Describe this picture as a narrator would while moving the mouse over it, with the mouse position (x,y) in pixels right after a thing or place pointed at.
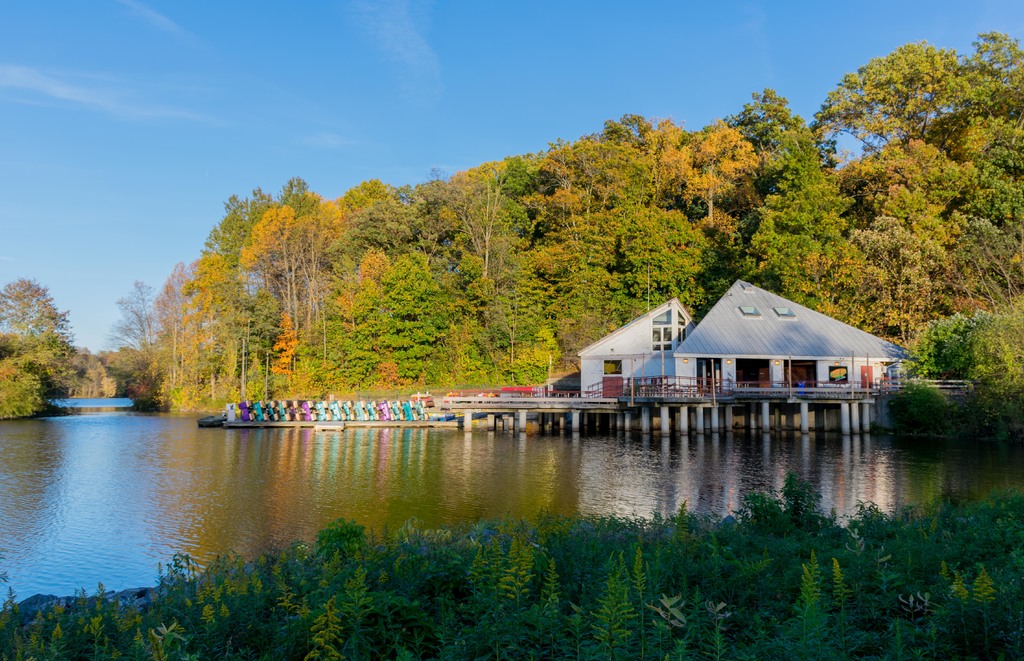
This image is clicked outside. There are trees (475,300) in the middle (575,272). There is water (550,467) in the middle (569,438). There is a house (782,372) in the middle (677,342). There is sky (663,77) at the top (127,79).
